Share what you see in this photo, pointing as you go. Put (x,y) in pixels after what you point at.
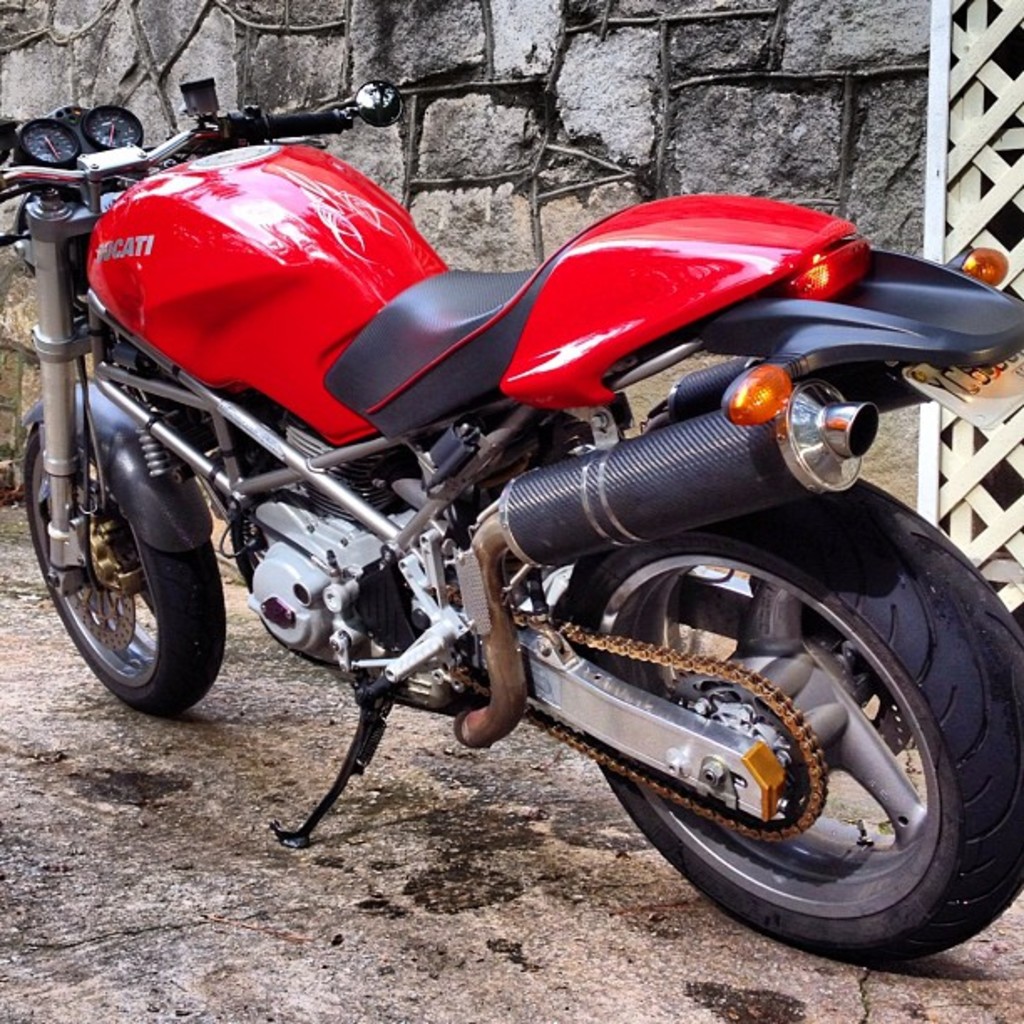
This picture is clicked outside. In the center (652,500) we can see a red color bike (412,330) parked on the ground (566,985). In the background (636,56) we can see the stone wall (781,92) and some other objects (1003,564).
